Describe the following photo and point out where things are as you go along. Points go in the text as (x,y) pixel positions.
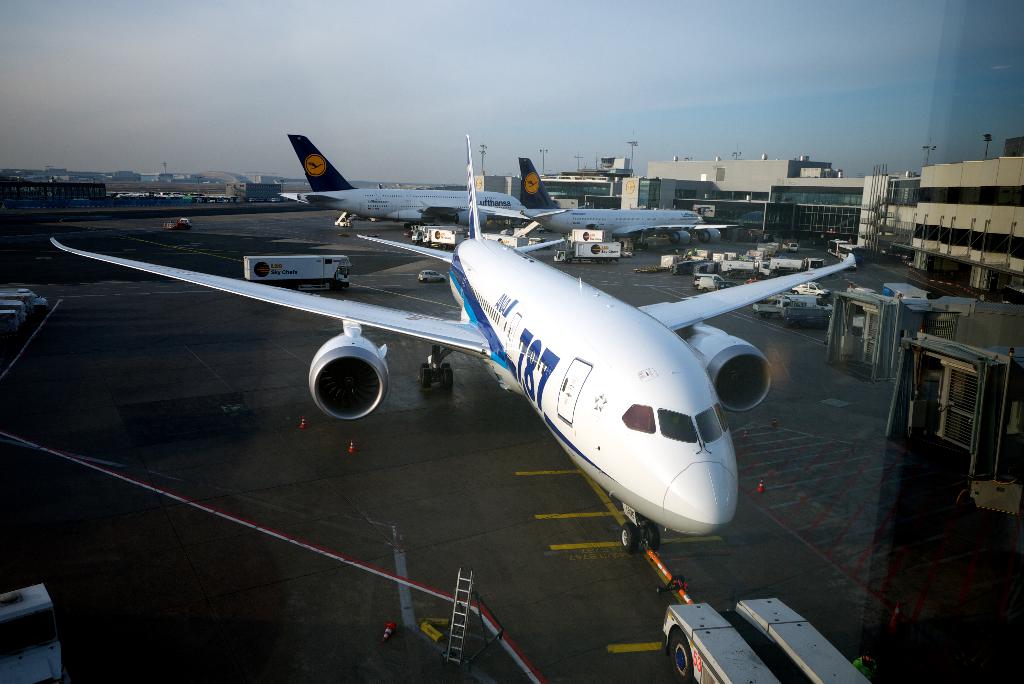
This image is taken outdoors. At the top of the image (225,65) there is the sky (390,56) with clouds (372,69). At the bottom of the image (263,572) there is a runway (146,379). On the right side of the image (806,204) there are a few buildings (777,188) and poles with street lights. A few vehicles (814,305) are parked on the floor (802,329) and there are a few trolleys (659,267). In the middle of the image (523,290) there are three airplanes (618,324) on the floor (387,399).
